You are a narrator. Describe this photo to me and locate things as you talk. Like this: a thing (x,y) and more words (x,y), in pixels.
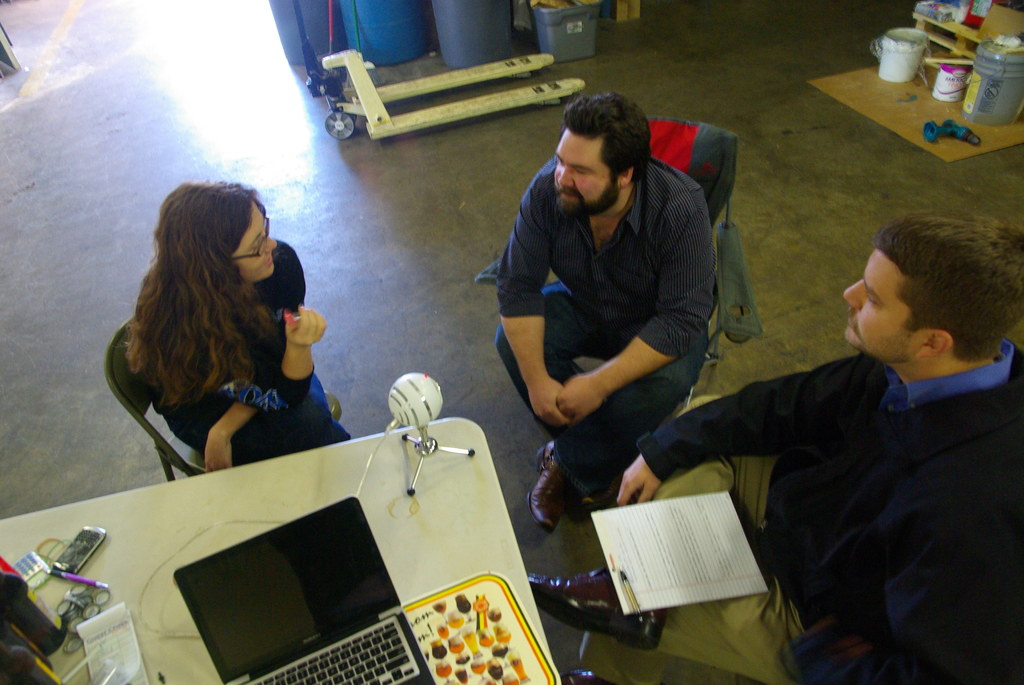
There are three people (998,552) sitting on chairs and this man (772,469) holding papers (627,525). We can see laptop (230,609), book (113,636), mobile (78,546) and objects (87,603) on the table (368,486). In the background (996,119) we can see buckets (996,116), barrels (376,3) and objects (431,119) on the floor (36,350).
